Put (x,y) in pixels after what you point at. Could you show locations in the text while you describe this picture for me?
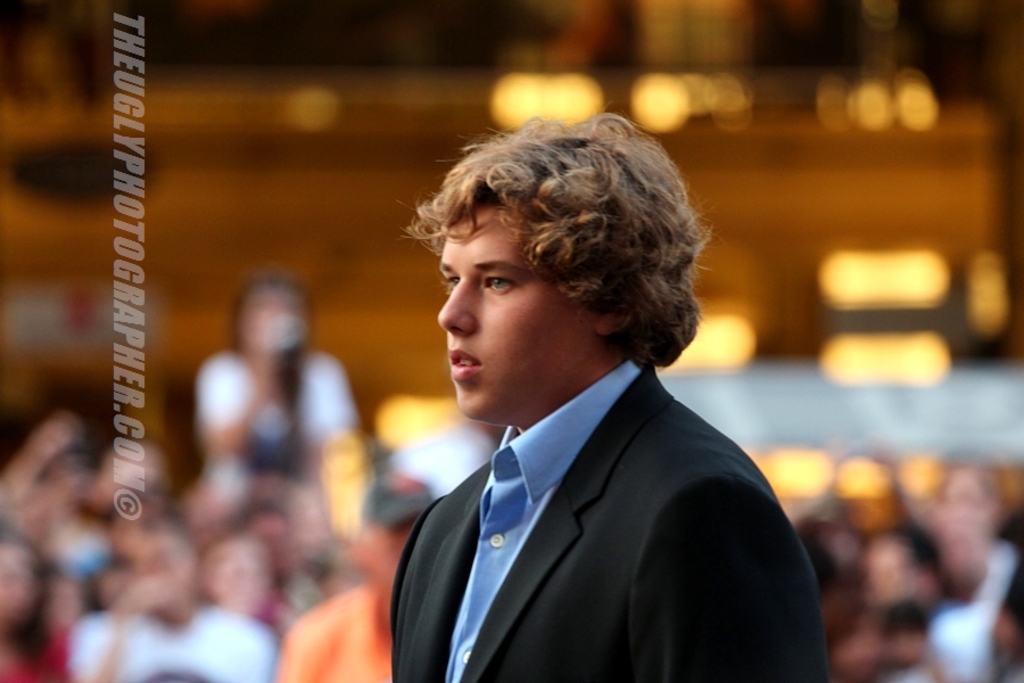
In this image we can see a person (591,616) wearing blue shirt (518,498) and a black coat (609,598), in the background (270,601) there are few people (272,600) at the back (843,580).
